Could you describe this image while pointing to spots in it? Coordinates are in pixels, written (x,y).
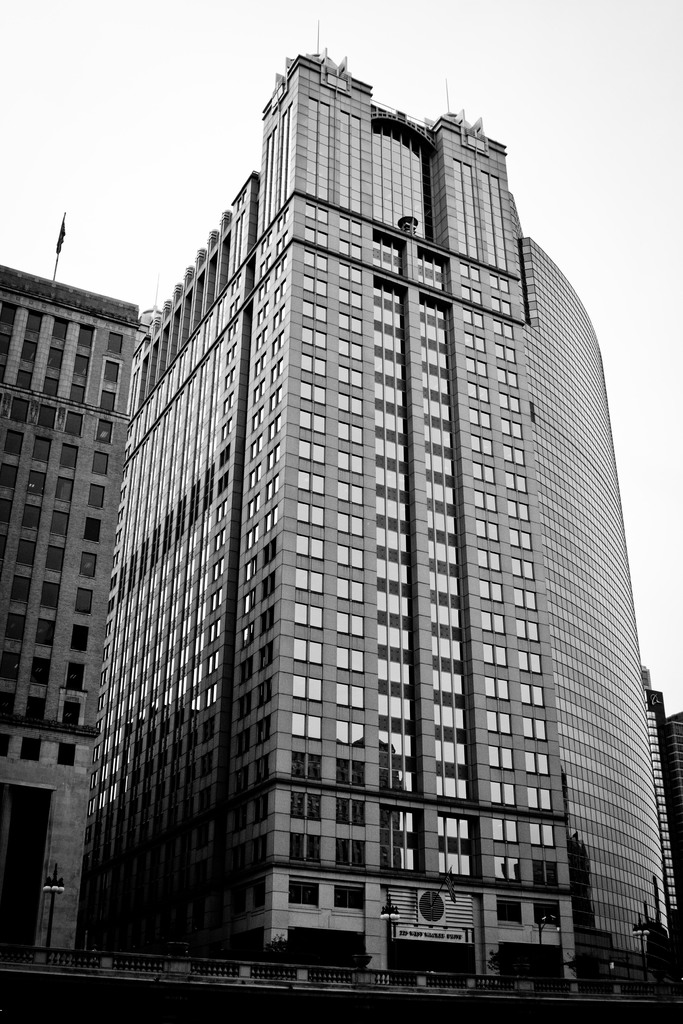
This picture shows couple of tall buildings (339,264) and we see few of pole lights (49,946) and a fence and we see a cloudy sky (472,85) and a flag pole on the building (87,297).
